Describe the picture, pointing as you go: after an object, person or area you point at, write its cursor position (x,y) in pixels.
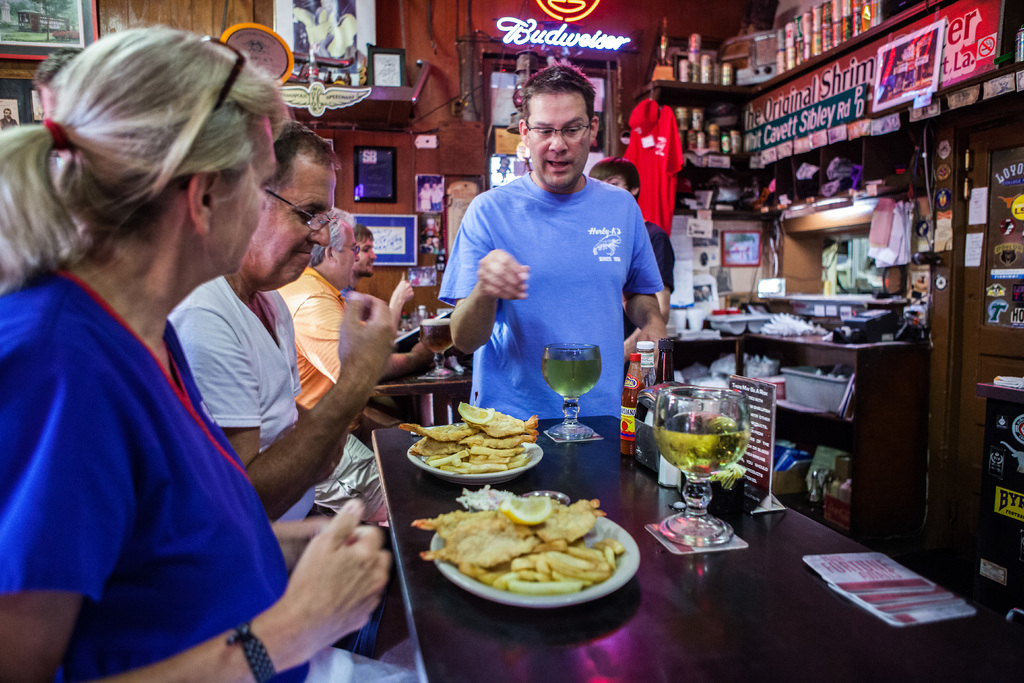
The picture is taken in a restaurant (890,227). In the foreground of the picture (425,520) there is a desk (842,652), on the desk (770,545) there are glasses (693,488), sauce (650,381), food items (519,461), plates (502,597) and other objects (751,473). On the left (261,487) there are people (253,439) sitting. In the center of the background (569,227) there are people (555,236). On the right (1021,51) there are bottles (737,141), lights (842,199), papers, boxes (825,380), door (993,305) and many objects (845,338). In the center of the background (428,235) there are frames (383,77), lights (507,39) and other objects (499,111). At the top left (35,40) there are frames (45,17).
